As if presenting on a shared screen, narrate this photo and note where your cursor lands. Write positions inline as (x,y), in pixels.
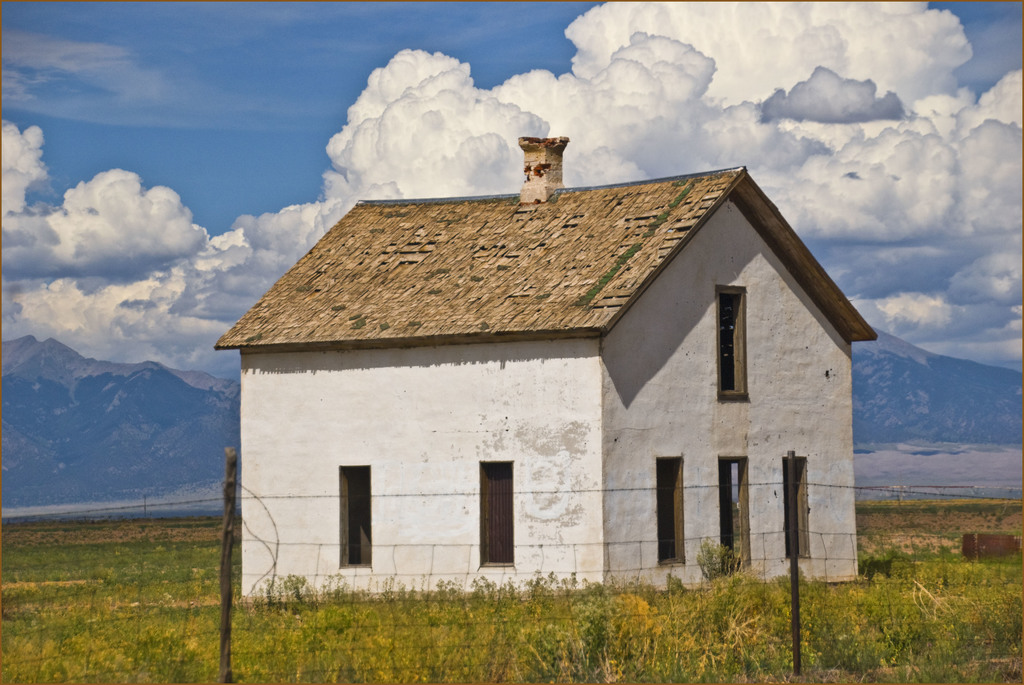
At the center of the image (536,420) there is a house (498,389), in front of the house (466,304) there is a grass (883,576). In the background (130,160) there is a sky (232,102) with clouds (837,192).
